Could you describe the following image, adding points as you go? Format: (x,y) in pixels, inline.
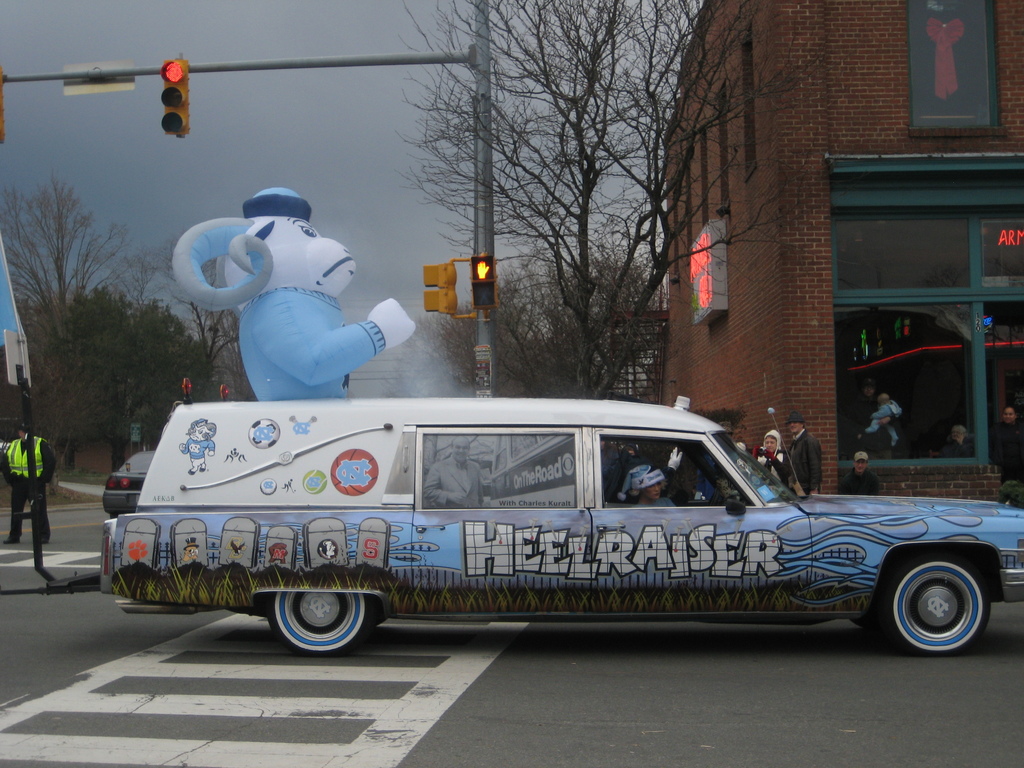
In this image on the road (205,620) there is a car (526,551). In the background (791,87) there are buildings (811,134), trees (95,341). here there is a balloon (291,353). Beside it there is a traffic signal (481,264). In the left (23,461) a person (51,459) is standing. There are few other vehicles (125,464) are there on the road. few persons (808,449) are there.
